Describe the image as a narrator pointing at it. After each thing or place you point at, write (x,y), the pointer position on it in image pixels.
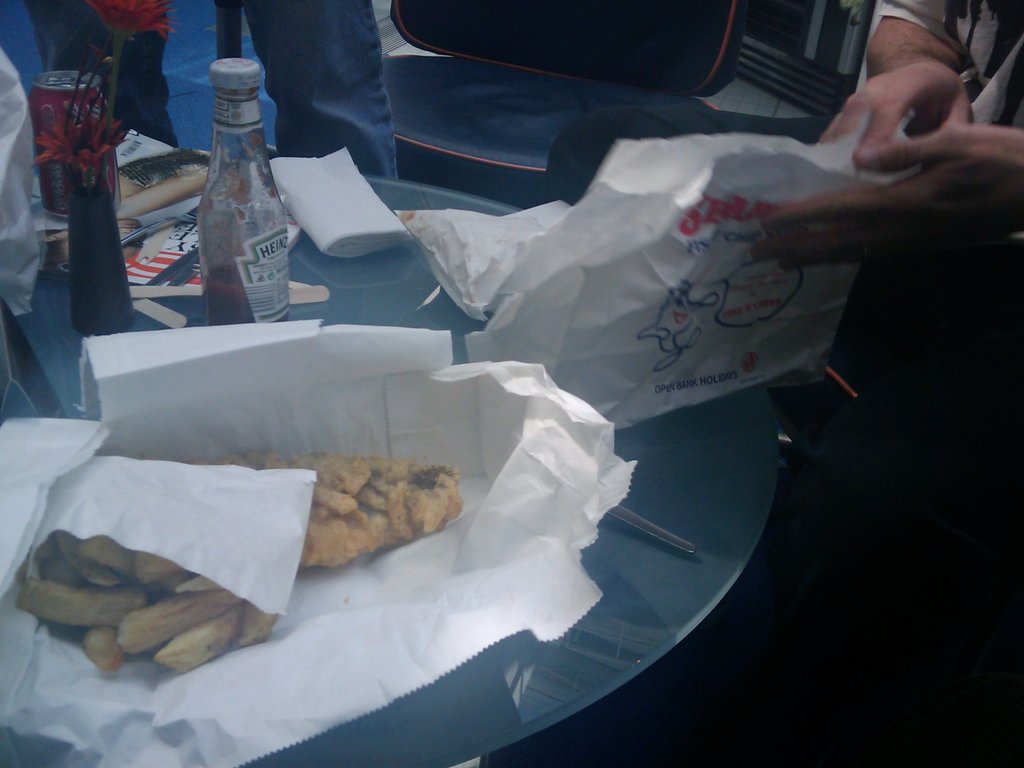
There is a food (359,522) on the table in papers (124,542). Here is a bottle (256,230). Beside that bottle (248,255), there is a tin (51,190). We can observe some tissues (332,211) and humans (336,147) here, human hands (900,143).
